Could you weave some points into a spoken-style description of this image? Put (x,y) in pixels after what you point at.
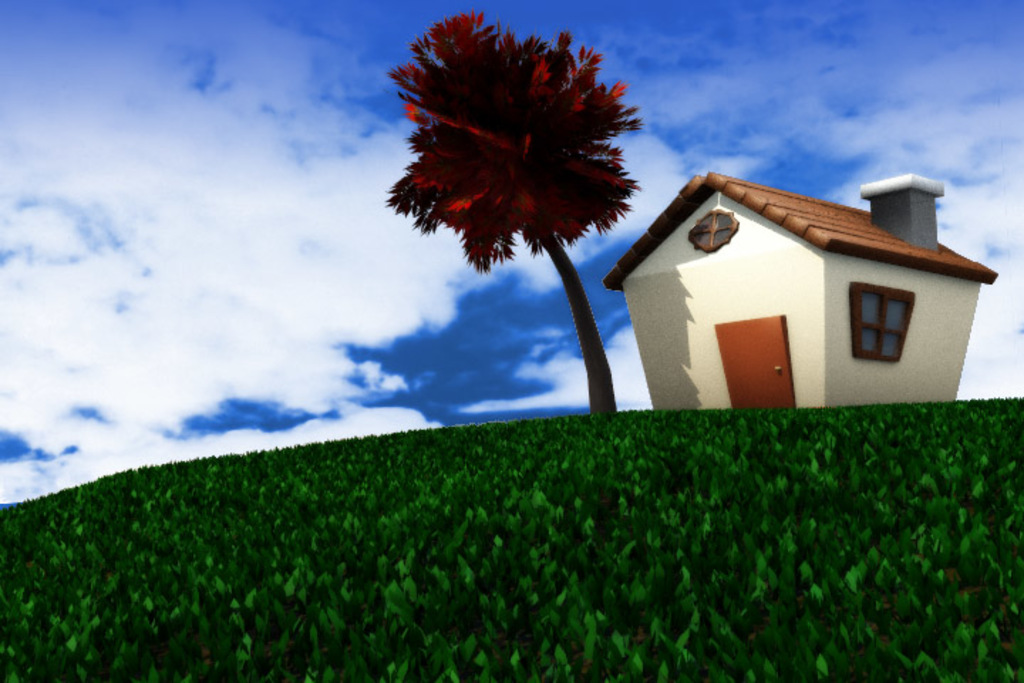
This looks like an animated image. This is the grass (498,536), which is green in color. Here is a tree (493,113). This looks like a house (830,285) with the windows (855,300) and a door (734,366). These are the clouds (328,312) in the sky (446,14).
